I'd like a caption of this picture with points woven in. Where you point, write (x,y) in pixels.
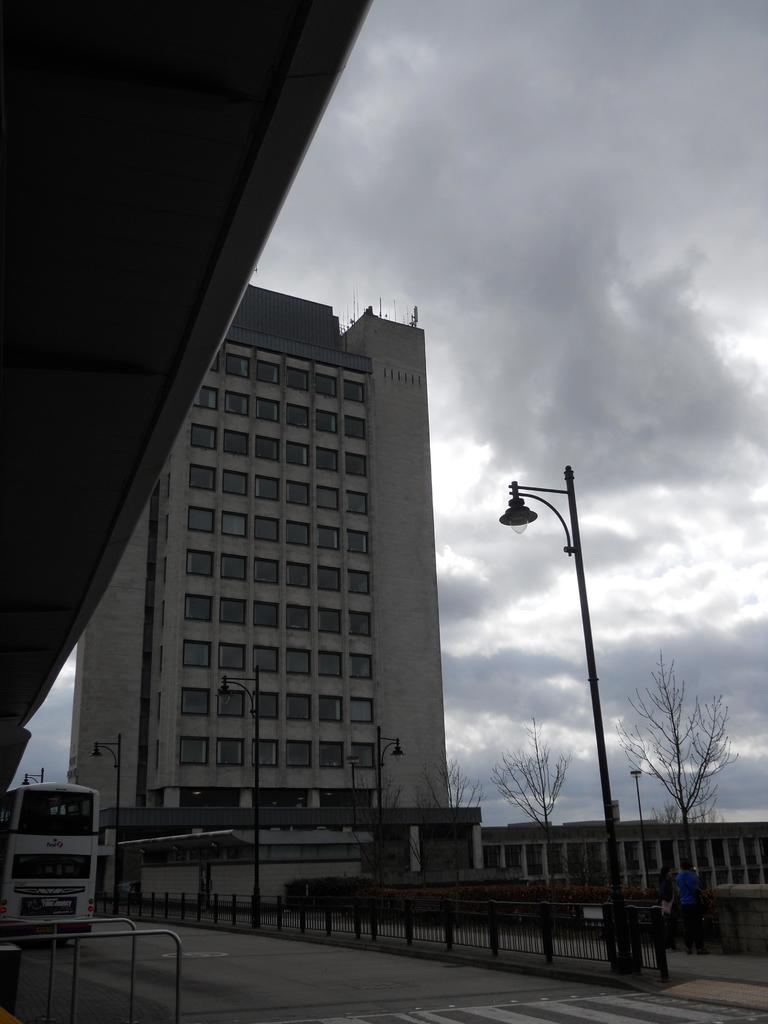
In this picture we can see a vehicle (47,814), people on the ground (335,979) and in the background (629,251) we can see a building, poles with lights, trees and the sky (681,670).
